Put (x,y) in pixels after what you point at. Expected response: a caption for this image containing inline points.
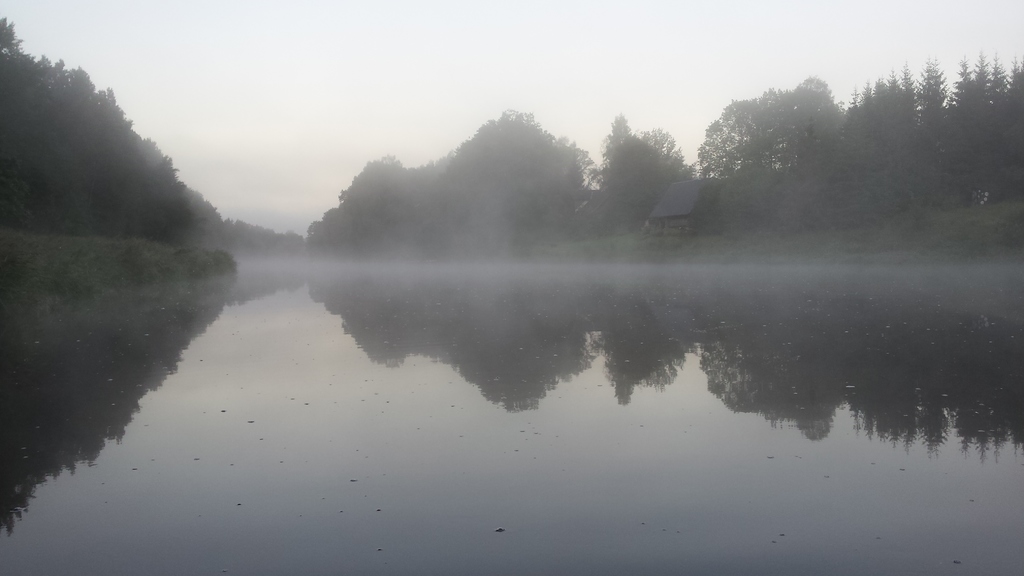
In this image at the bottom (568,473) there is pond (310,376) and in the background (143,257) there are some trees (717,209) and plants (717,209) and house (696,203). At the top (548,61) there is sky (370,72).
